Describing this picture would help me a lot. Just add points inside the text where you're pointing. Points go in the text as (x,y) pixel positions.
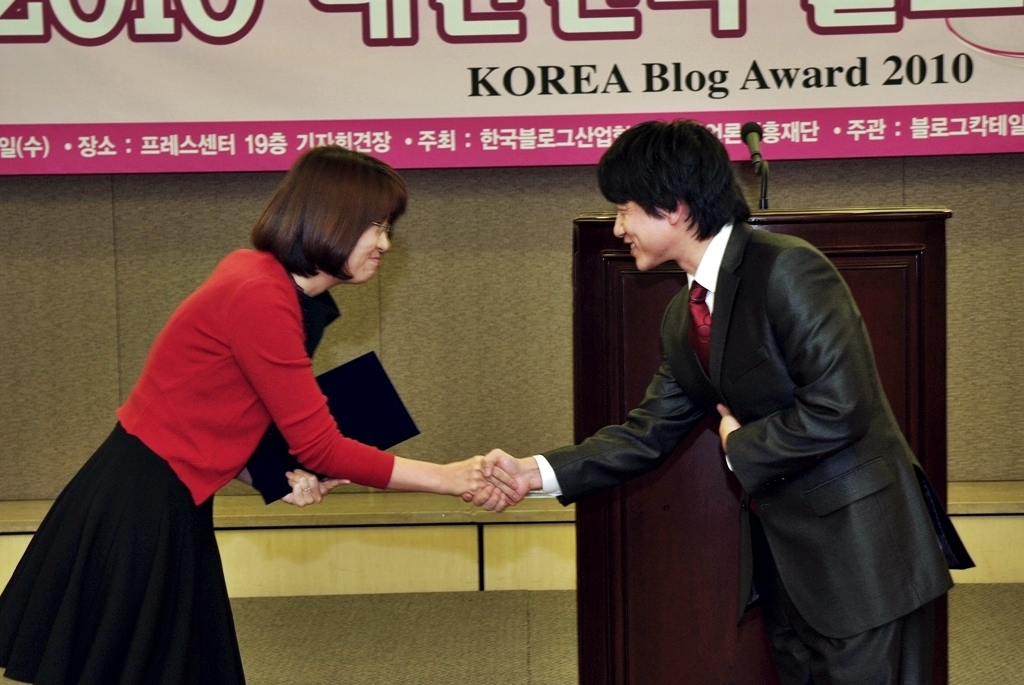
In this picture, we can see two persons (350,198) shaking their hands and the person (313,488) in the red dress (217,379) is holding an object (296,463) and in the background (913,305), we can see a podium (920,286) and we can a stage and we the wall (430,244) with a poster (963,30) and some label (182,147) on it.
